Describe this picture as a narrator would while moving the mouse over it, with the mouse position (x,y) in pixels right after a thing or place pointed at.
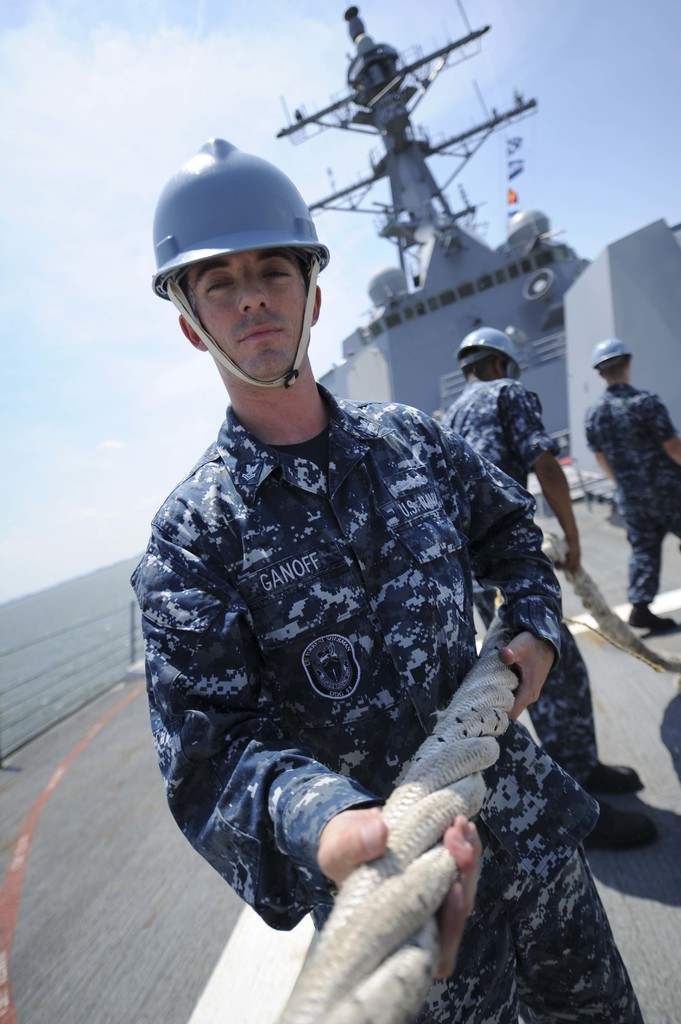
In the foreground of this image (311,601), there is a man (319,404) wearing a helmet (220,195) and holding a rope (416,859). Behind him, there is another man (533,465) holding a rope (630,645) and a man (654,529) walking on the surface (644,688) of a ship (437,379). In the background (107,578), there is water (89,586), sky (39,315) and the cloud (86,105).
